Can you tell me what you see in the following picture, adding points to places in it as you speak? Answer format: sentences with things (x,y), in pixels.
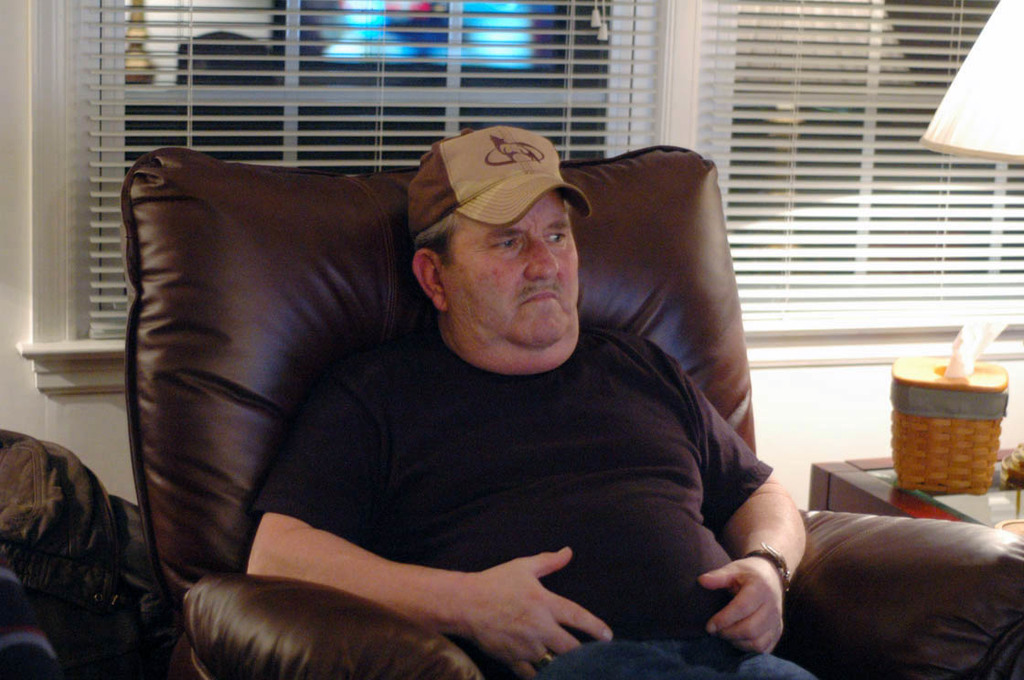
The image is inside the room (711,387). In the image there is a man (674,522) wearing a hat (495,156) sitting on couch (961,607). on right side (908,488) there is a table (863,487), on table (894,474) we can see a lamp (1019,460) in background (451,99) there is a window (266,73).
